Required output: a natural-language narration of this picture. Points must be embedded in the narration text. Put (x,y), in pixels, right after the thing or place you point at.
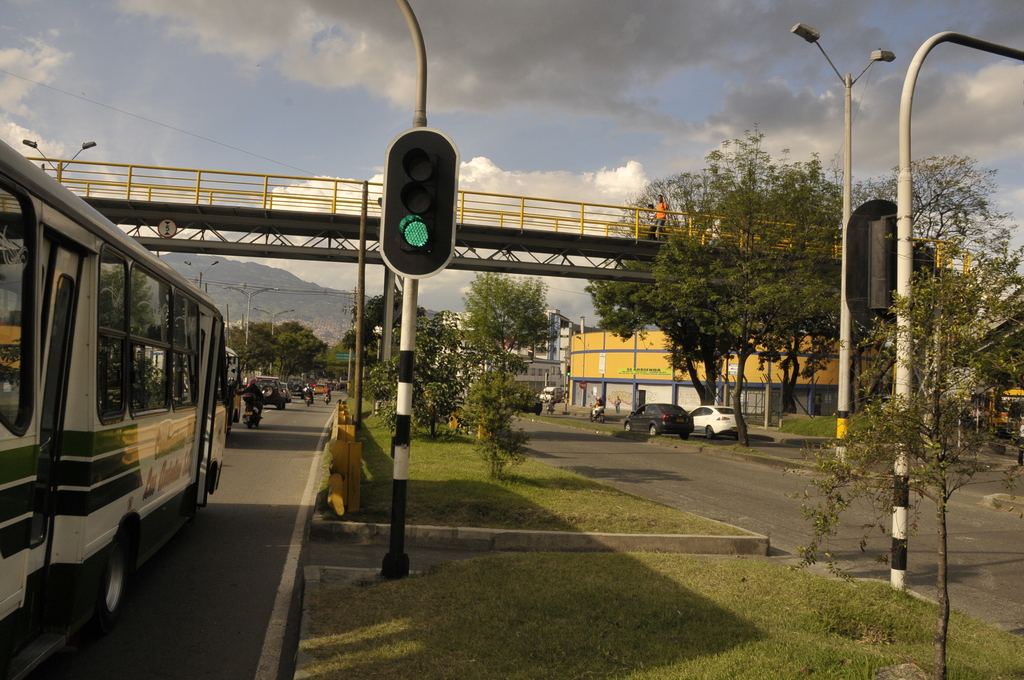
In this image in the front (536,584) there's grass (701,606) on the ground (638,596). In the center (407,349) there are poles (410,358) and on the left side (204,421) there are vehicles (232,411) moving on the road (273,407). In the background (435,366) there are trees (484,380), there is a bridge (356,261) on the top (215,206) and there are vehicles (705,409) on the right side (719,419) and the sky (478,100) is cloudy.
